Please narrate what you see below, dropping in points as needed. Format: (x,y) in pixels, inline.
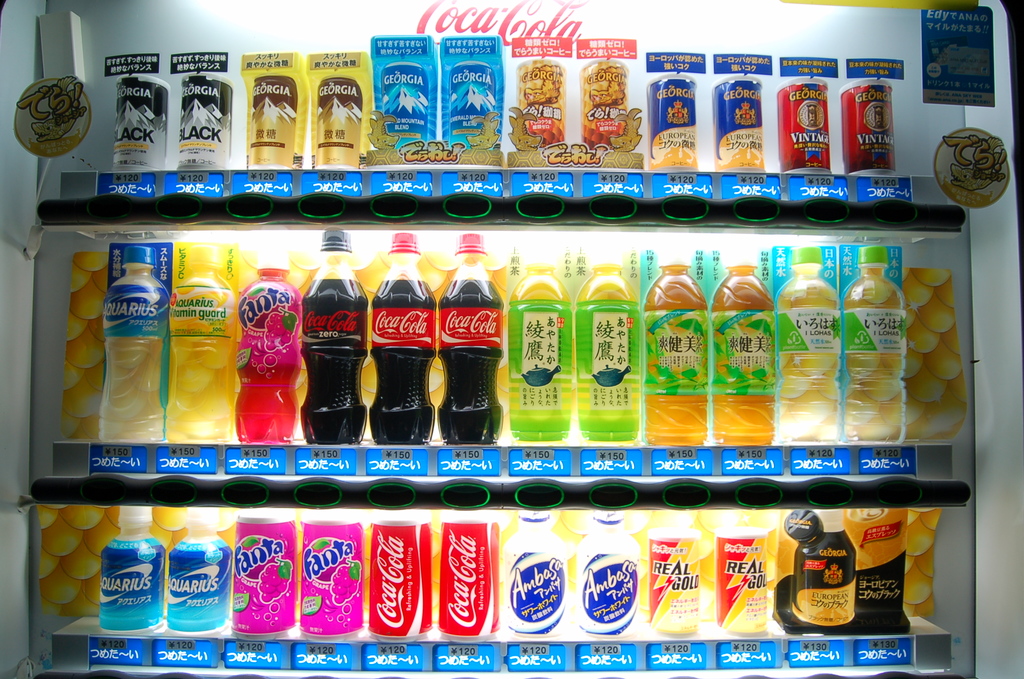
In this picture we can see few bottles (416,316) and tins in the racks (534,221).
